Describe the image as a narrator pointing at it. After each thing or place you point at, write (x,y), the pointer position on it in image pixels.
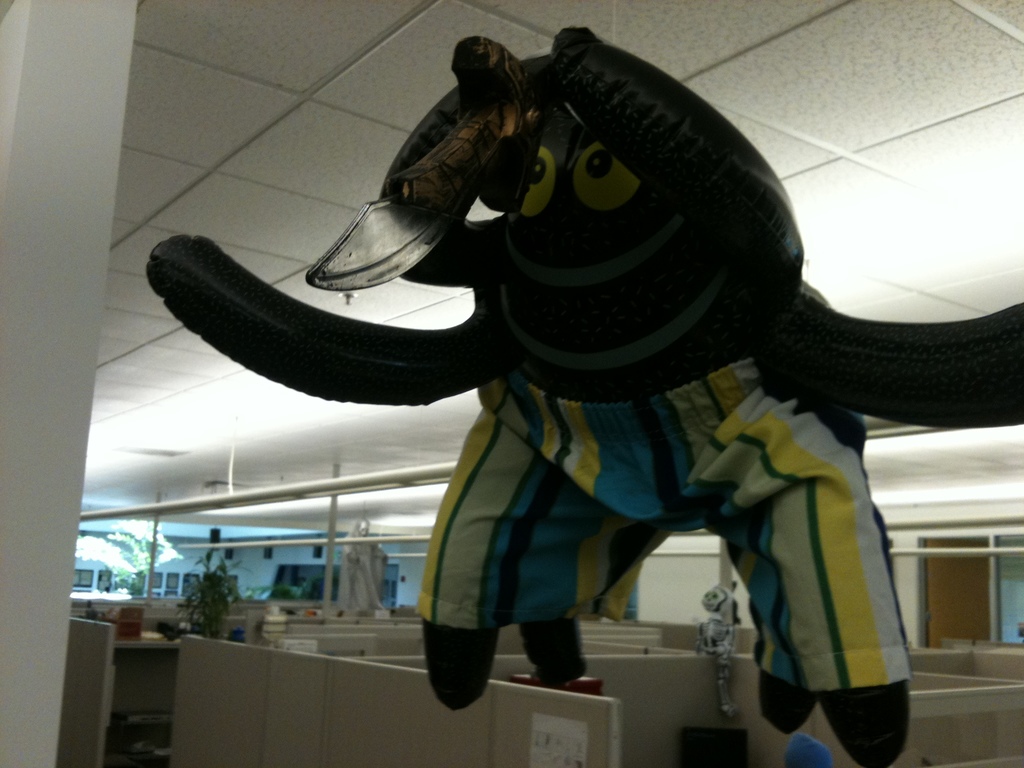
This is an animal (561,283), this is roof (241,166).
